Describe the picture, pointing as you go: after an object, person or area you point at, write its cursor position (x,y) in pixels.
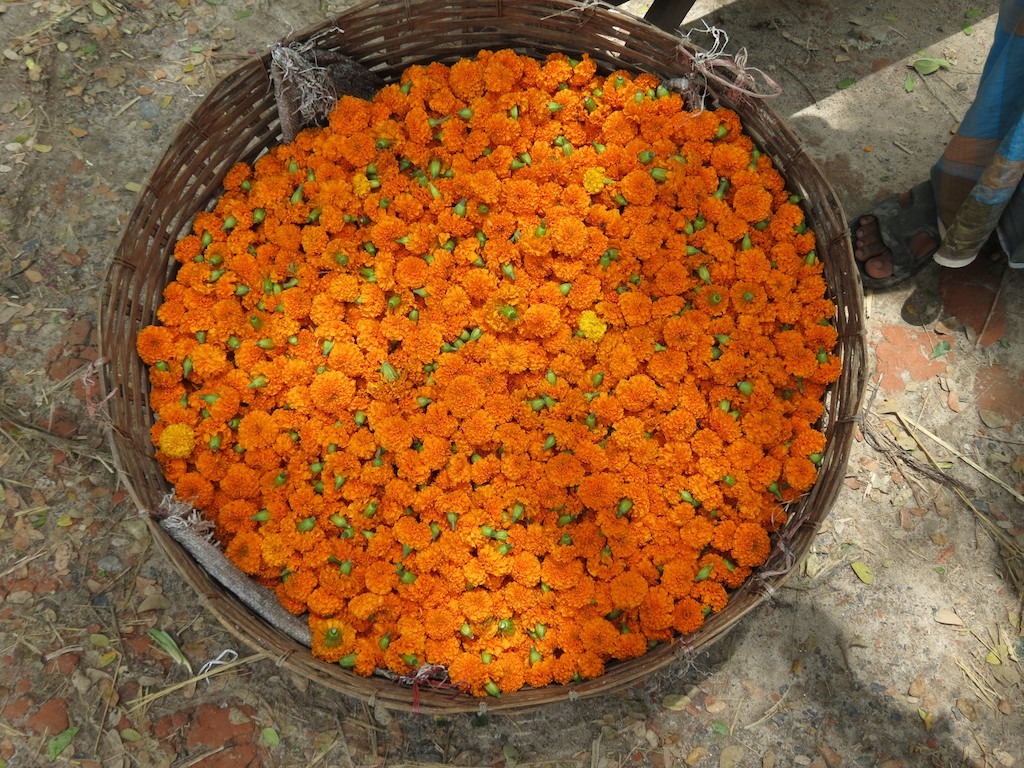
In the image we can see a basket (418,23), in the basket (150,477) there are flowers (432,390), orange in color. These are the dry leaves (54,594), this is a human leg (994,206) and this is a sandal (912,246).
